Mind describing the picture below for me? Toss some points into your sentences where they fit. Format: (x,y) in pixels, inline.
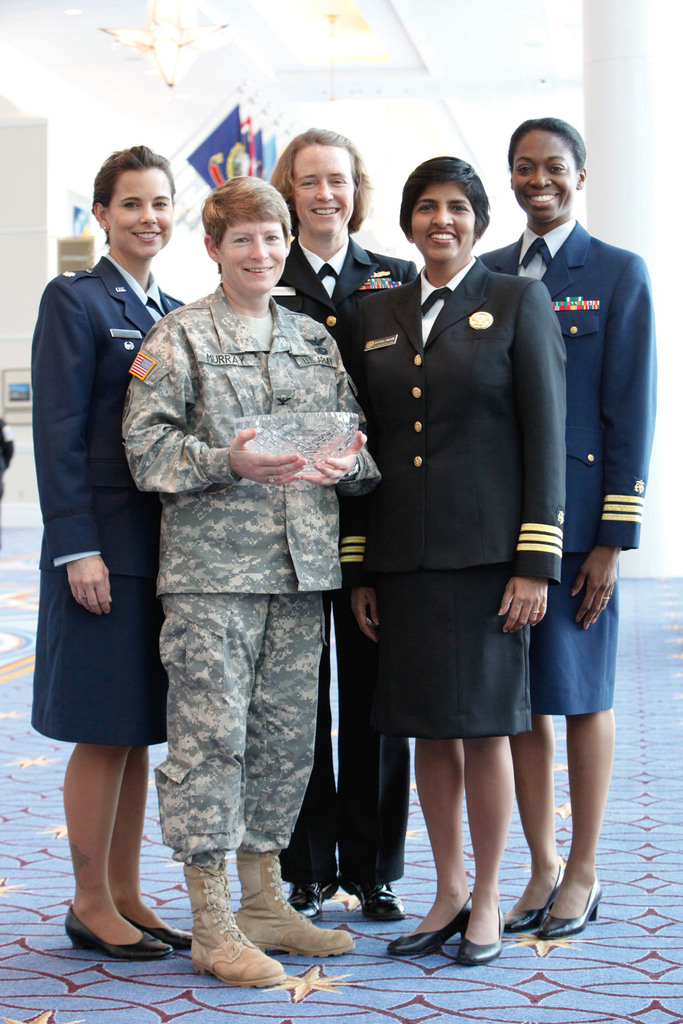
In this picture we can see group of people (436,451), they are smiling, in the middle of the image (245,351) we can see a woman (234,364), she is holding a bowl (272,426).
